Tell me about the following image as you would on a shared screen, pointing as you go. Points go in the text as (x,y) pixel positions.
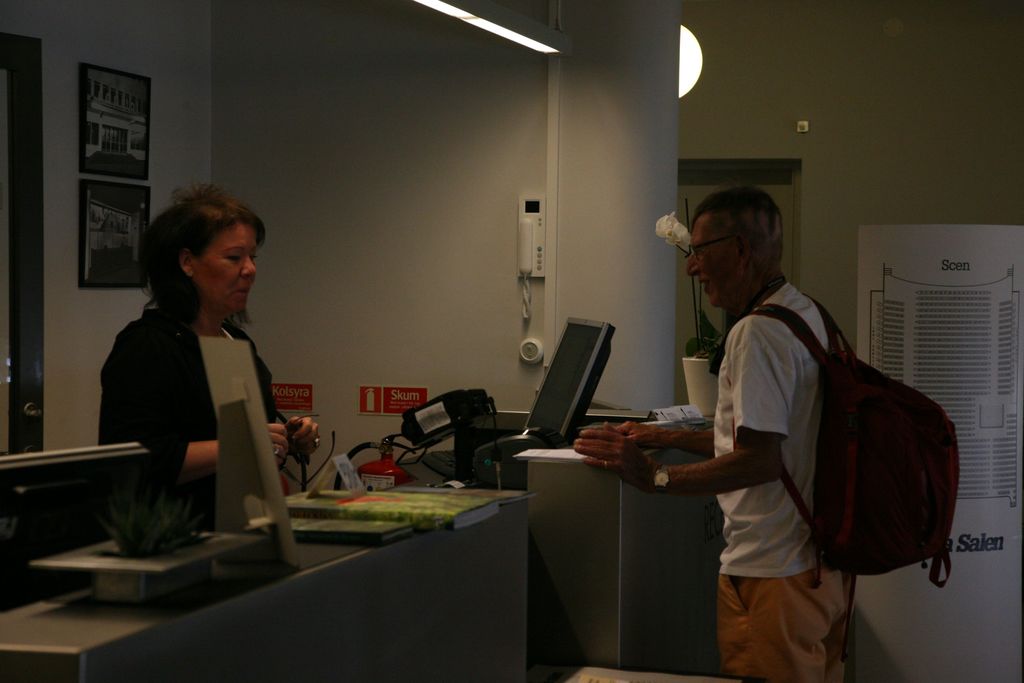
In this image I see a woman (193,425) and a man (736,256), who are standing. I can also see that this man (644,469) is carrying a bag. Over here I see a screen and many things (480,413) on the table (618,531). In the background (506,396) I see the 2 photo frames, a telephone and the wall (992,3).
